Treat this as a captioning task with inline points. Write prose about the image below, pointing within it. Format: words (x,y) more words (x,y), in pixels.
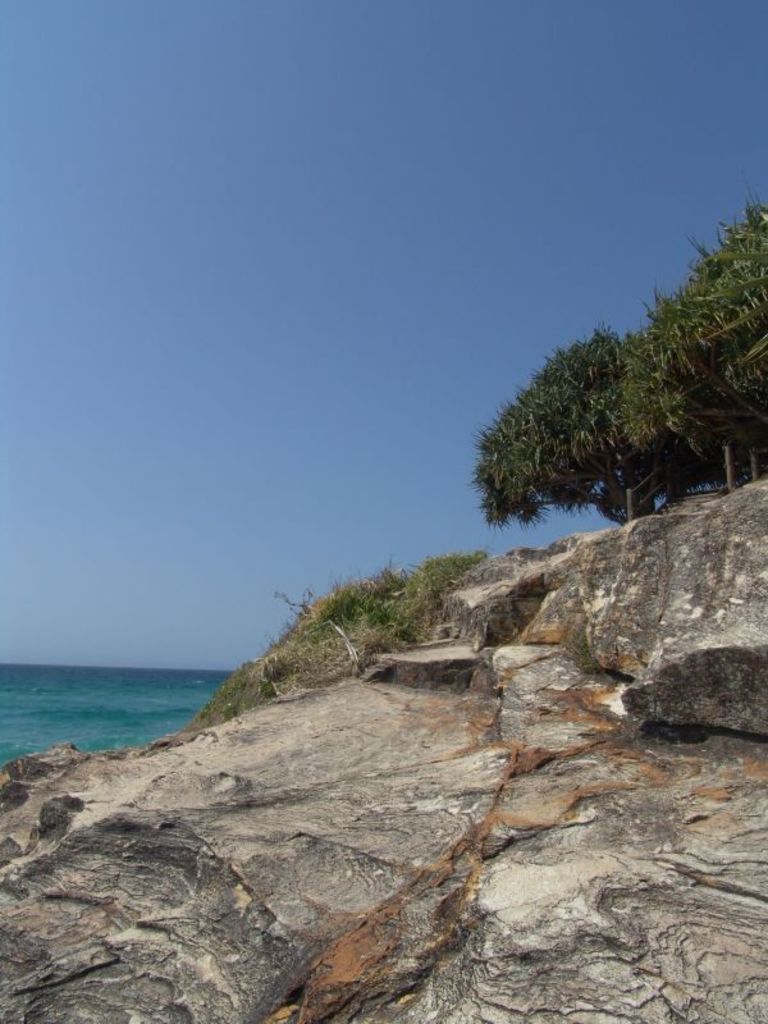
In this image I can see the rock (355,825), grass (341,614) and the water (21,749). In the background (401,460) I can see the trees (567,450) and the blue sky (230,251).
